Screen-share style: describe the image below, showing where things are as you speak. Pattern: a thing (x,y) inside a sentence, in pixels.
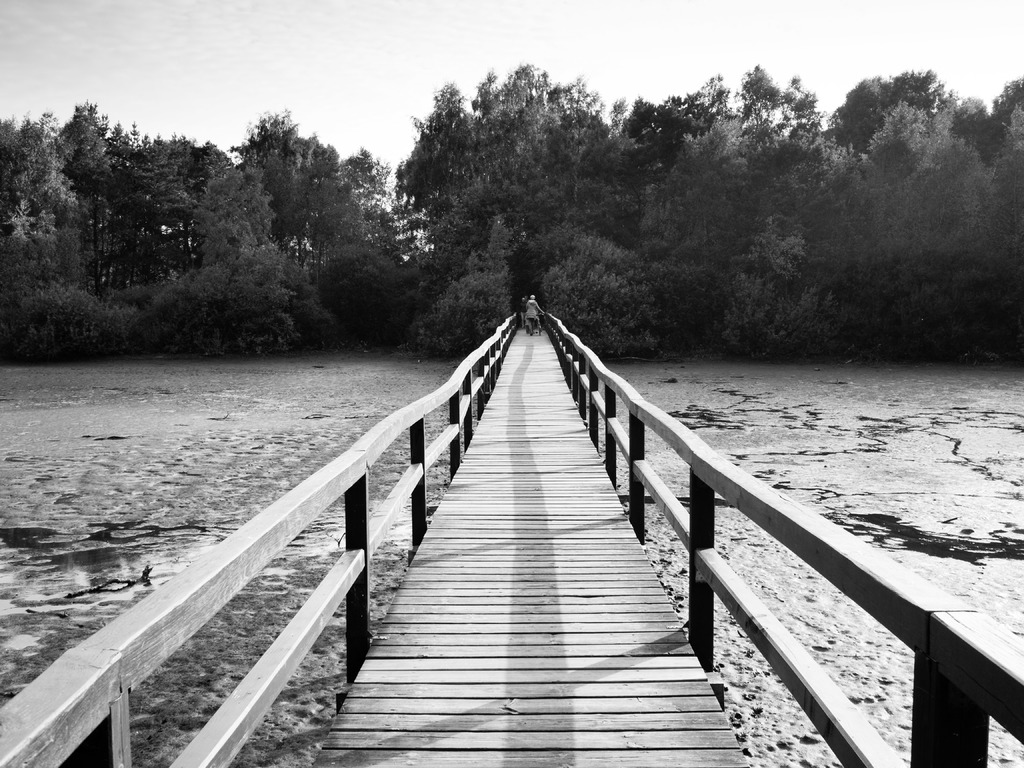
In the center of the image (532,339) there are persons (522,321) on the boardwalk (524,598). On the left (257,450) and right side (944,475) there is a water (934,466). In the background (143,274) there are trees (429,243) and sky (216,122).
